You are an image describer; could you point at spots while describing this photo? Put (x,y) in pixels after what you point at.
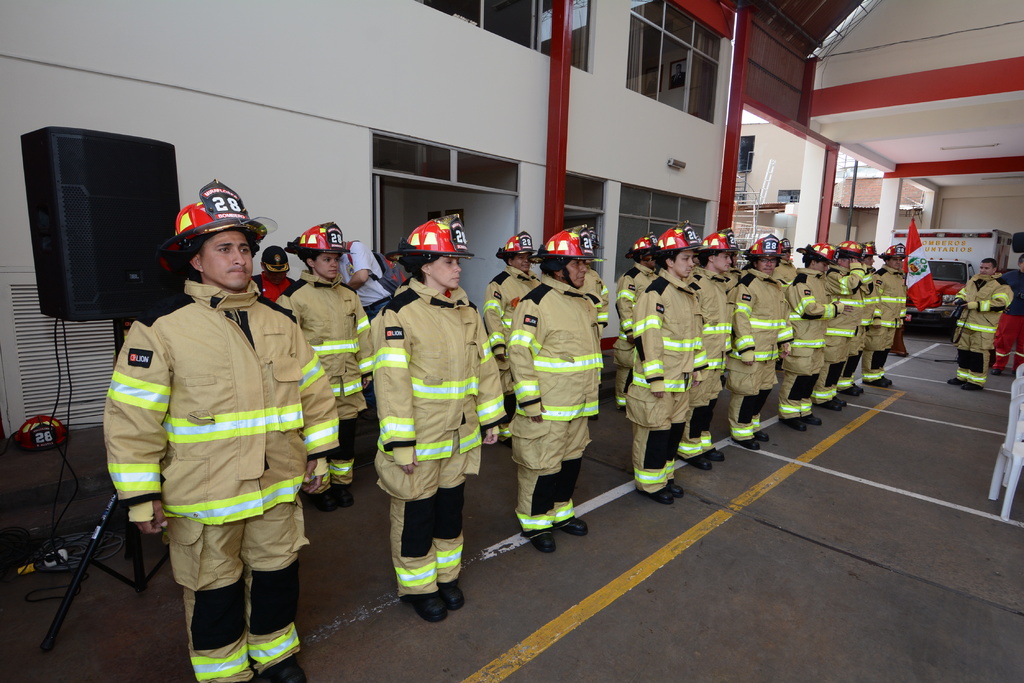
In the image there are a group of officers (637,346) standing in a row and in front of them there is another officer (971,317), behind them on the left side (101,218) there is a speaker (89,195) and in the background (409,99) there is a wall (419,75) and there are many windows (638,82) to the wall (617,152). On the right side (802,219) there are two pillars (818,208).
